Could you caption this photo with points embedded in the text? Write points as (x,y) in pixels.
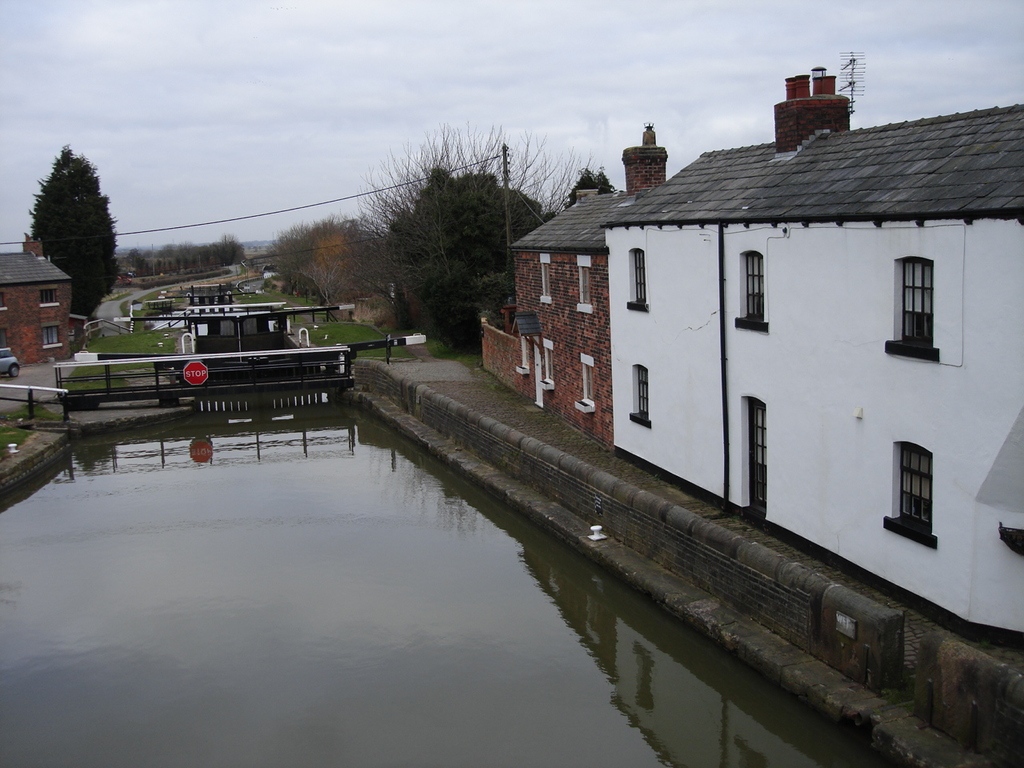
This picture shows few buildings (618,321) and we see trees (317,271) and water (348,508) and a sign board (193,370) to the bridge (175,398) and we see a car (13,369) on the side and grass (26,432) on the ground (115,315) and a electrical pole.
